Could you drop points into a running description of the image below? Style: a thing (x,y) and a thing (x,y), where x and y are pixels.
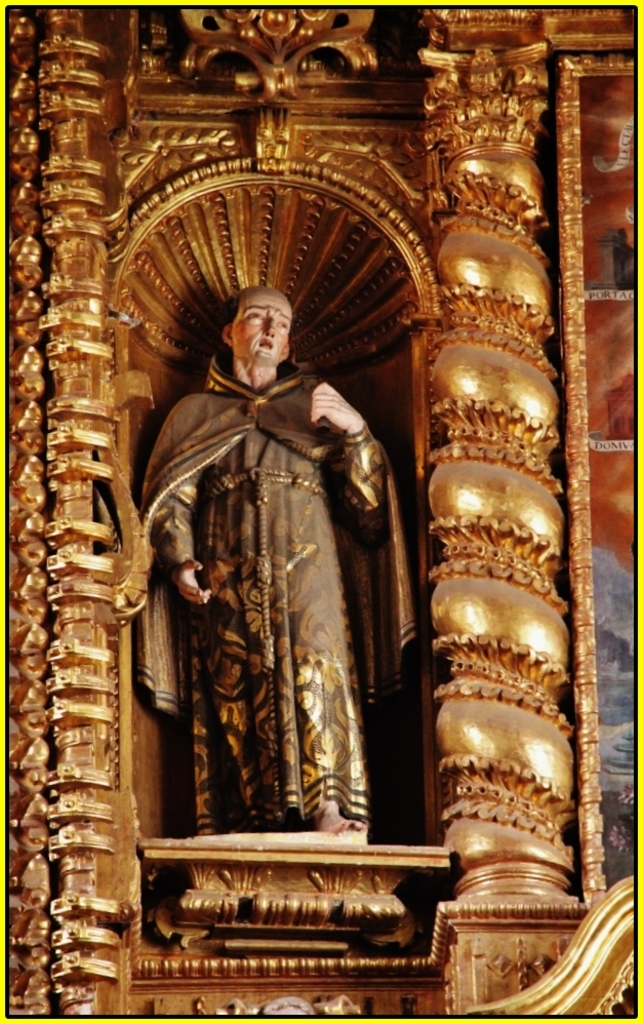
This looks like a sculpture (241,733) of the man (247,444). This is the architecture (147,187), which is gold in color.
